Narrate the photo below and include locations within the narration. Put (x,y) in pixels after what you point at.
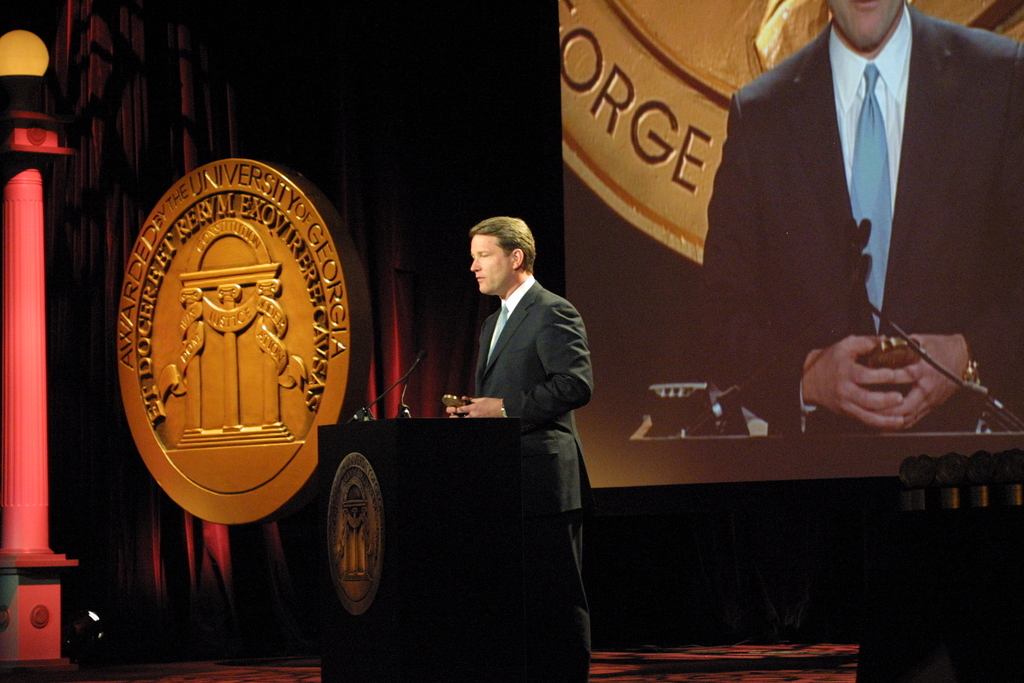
In this image in the center (463,452) there is a podium (430,553) and on the top of the podium (417,554) there is a mic (382,393) and there is a person (528,412) standing. On the right side (983,499) there are objects (952,499) which are black in colour and there is a screen (790,298) and on the screen (854,251) there is a person (812,188) displaying. In the background (166,285) there is an object (252,295) with some text (335,314) written on it and there is a light pole (41,302).
